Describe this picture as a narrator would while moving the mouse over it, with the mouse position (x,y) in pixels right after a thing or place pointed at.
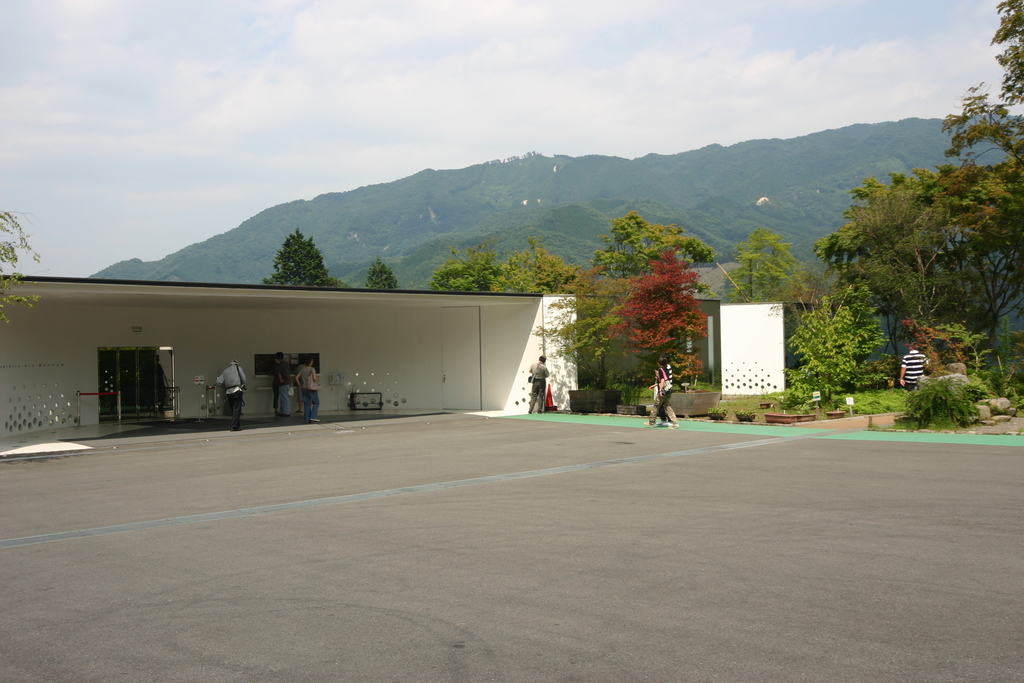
In this image we can see the road (365,585), these people (241,411) standing here and these people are walking. Here we can see the shrubs (966,412), trees (508,271), hills (260,239) and the sky (559,110) with clouds (426,110) in the background (606,110).
